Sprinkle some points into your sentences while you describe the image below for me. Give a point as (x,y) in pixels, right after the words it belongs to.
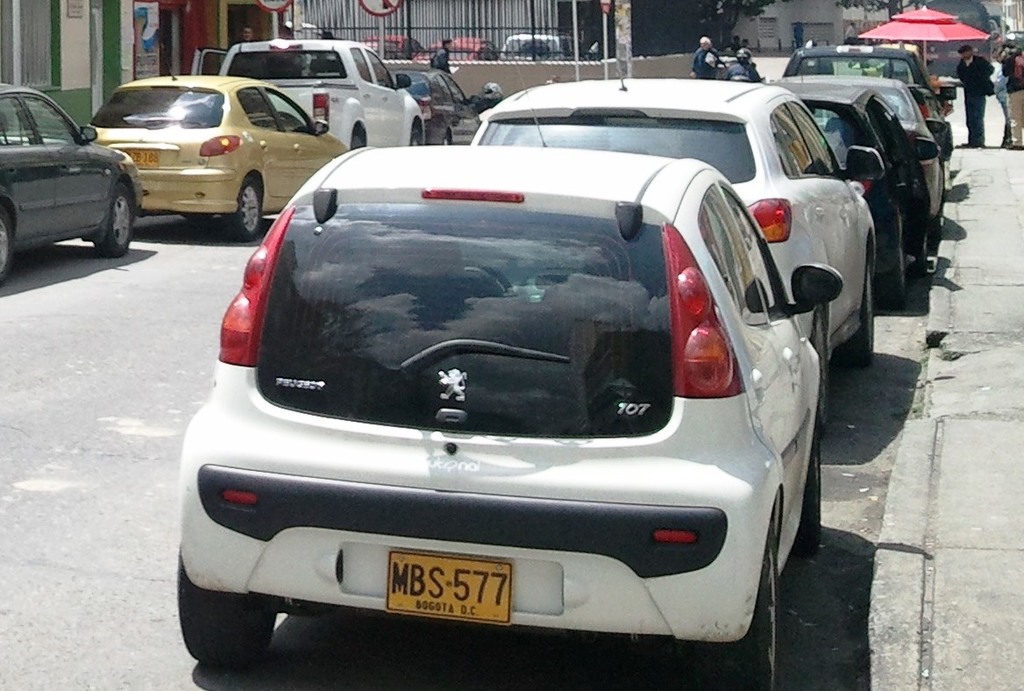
In this image I can see fleets of cars (475,262) on the road (894,314), umbrella hut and a crowd (978,120). On the top (444,18) I can see a fence (482,38) and trees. This image is taken during a day on the road (826,549).
